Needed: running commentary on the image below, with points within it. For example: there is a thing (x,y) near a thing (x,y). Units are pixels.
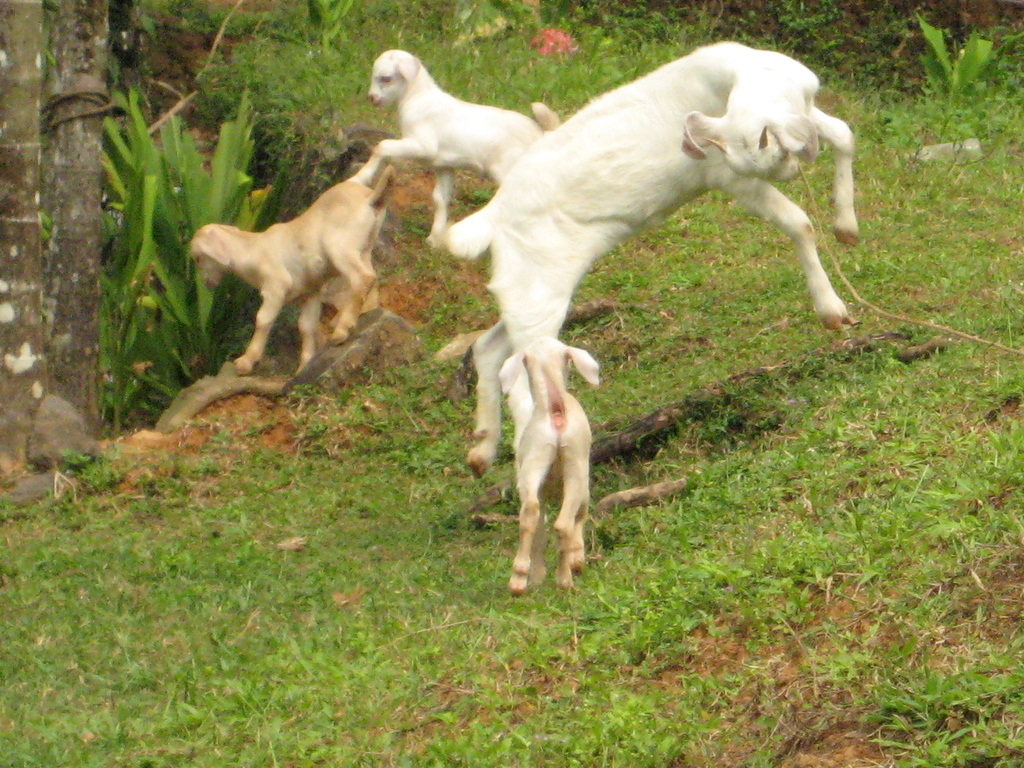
In this picture we can see animals (828,278) on the ground (248,707). Here we can see grass (133,756) and plants (755,15).
